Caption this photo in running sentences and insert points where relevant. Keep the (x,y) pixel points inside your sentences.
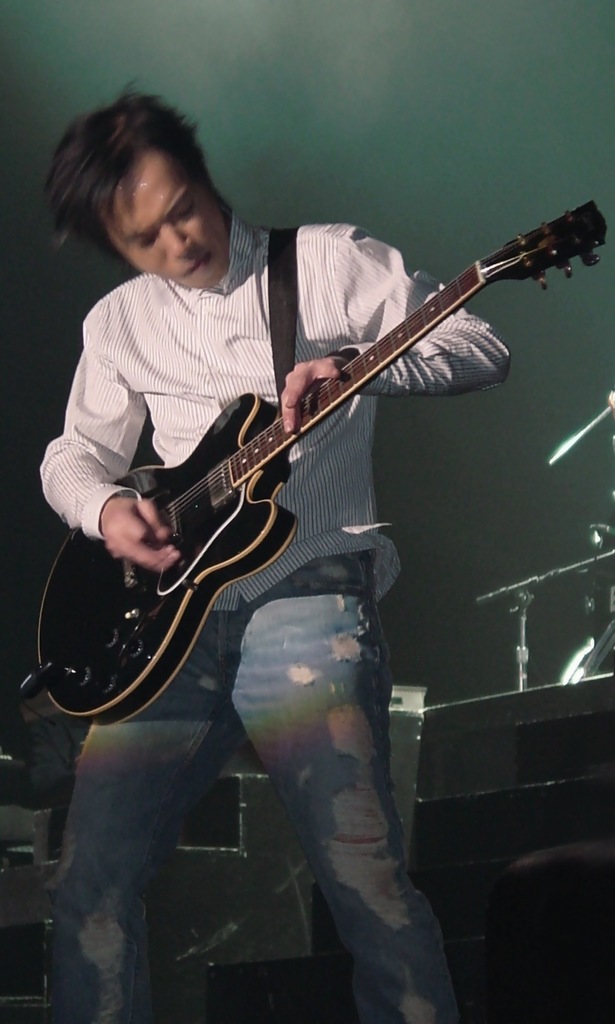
In this image In the middle (213,350) there is a man (136,521) he wears shirt (240,361) and trouser (312,704) he is playing guitar (240,461).
